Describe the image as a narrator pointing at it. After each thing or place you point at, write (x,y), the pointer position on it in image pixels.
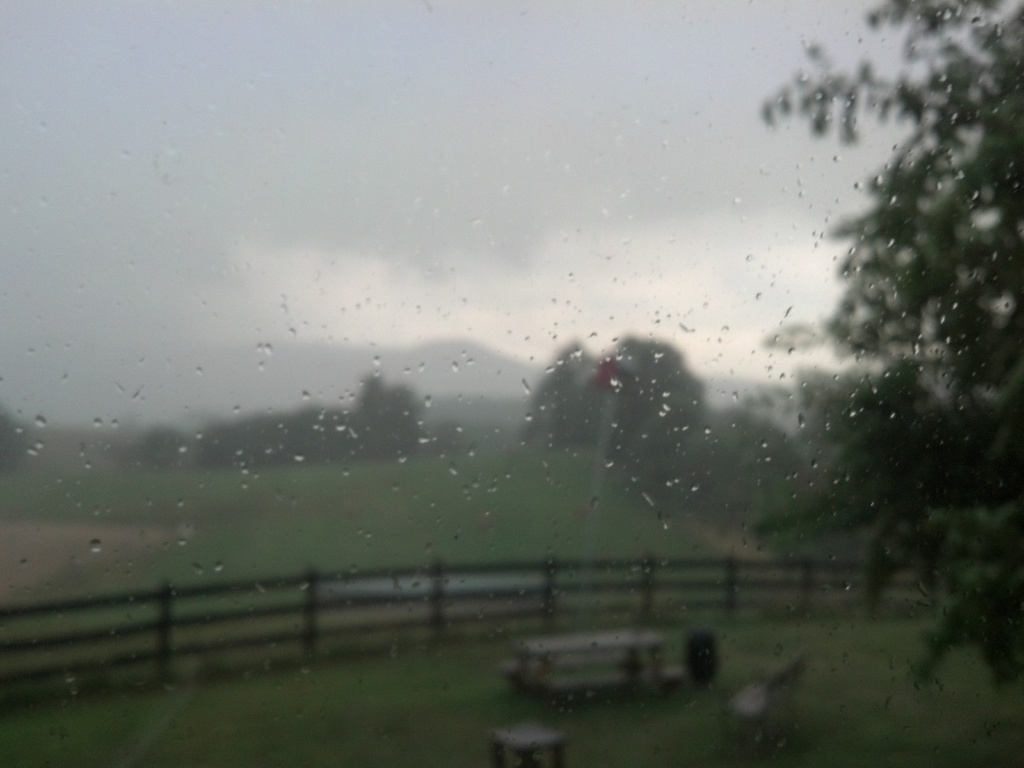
In this picture we can see water droplets (978,213) on the glass panes (463,321). In the background (708,584), we can see trees (1005,520), grass (454,650), a bench (558,635) and a wooden fence (132,597).
